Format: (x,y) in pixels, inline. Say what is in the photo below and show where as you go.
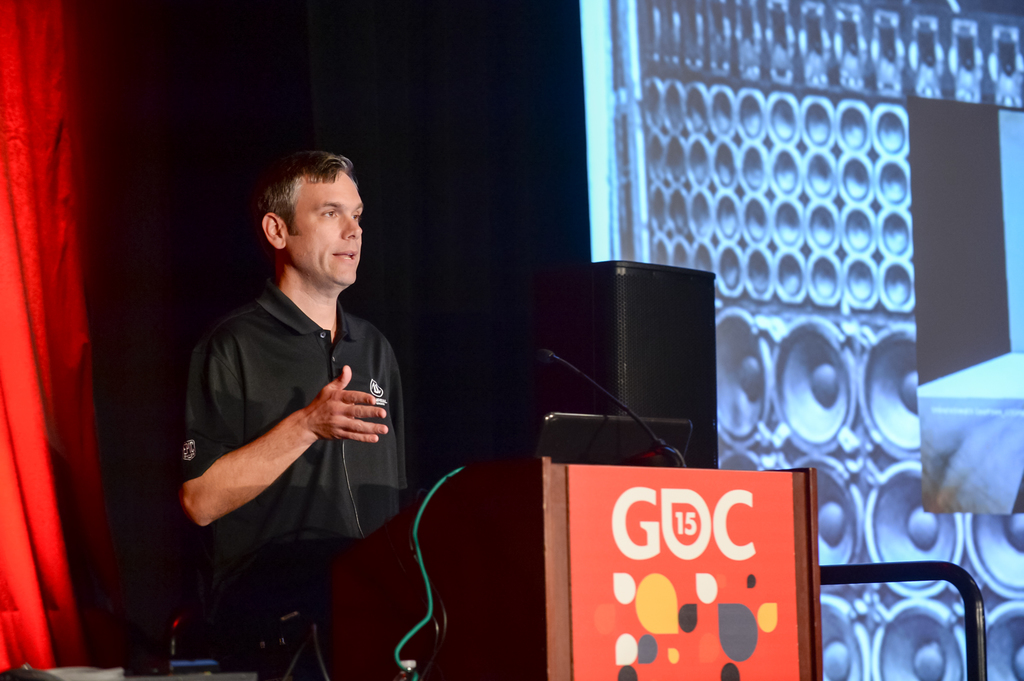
In-front of this person (326,589) there is a podium (563,543) with laptop (586,424) and mic (570,367). Here we can see a red curtain (61,454), speaker (610,387) and screen (810,289).
